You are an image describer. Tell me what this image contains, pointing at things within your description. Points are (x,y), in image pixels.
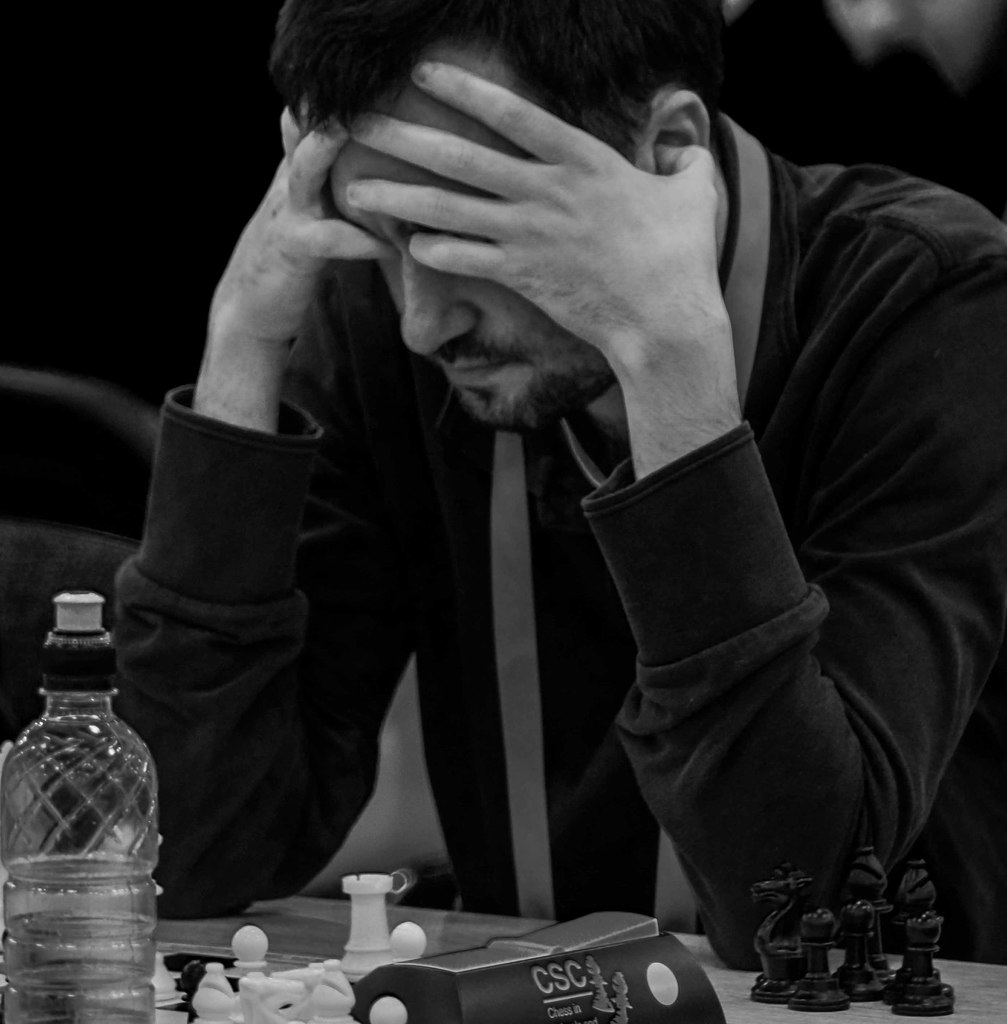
In this image i can see a person (249,582) and wearing a black color shirt (261,702) and in front of him there is a bottle (60,920) kept on the table (251,909).
